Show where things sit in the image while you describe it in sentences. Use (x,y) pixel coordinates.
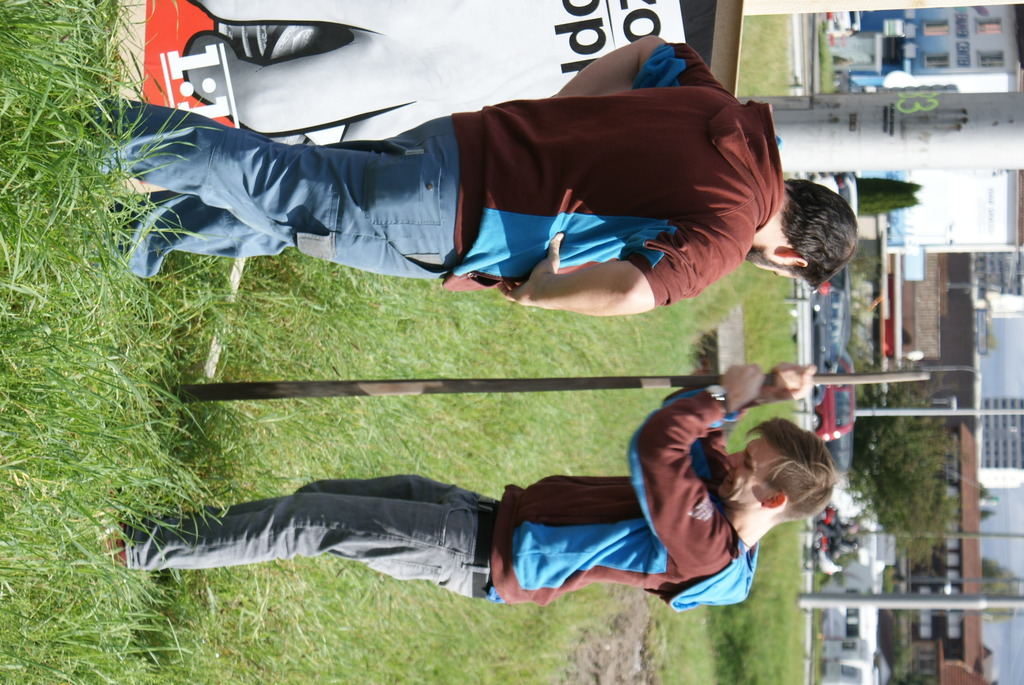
There are two persons (550,221) standing. One person (688,533) is holding a rod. On the ground (248,420) there is grass (435,426). On the right side (938,229) there are buildings (955,220), trees (898,464), vehicles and poles (893,413).
